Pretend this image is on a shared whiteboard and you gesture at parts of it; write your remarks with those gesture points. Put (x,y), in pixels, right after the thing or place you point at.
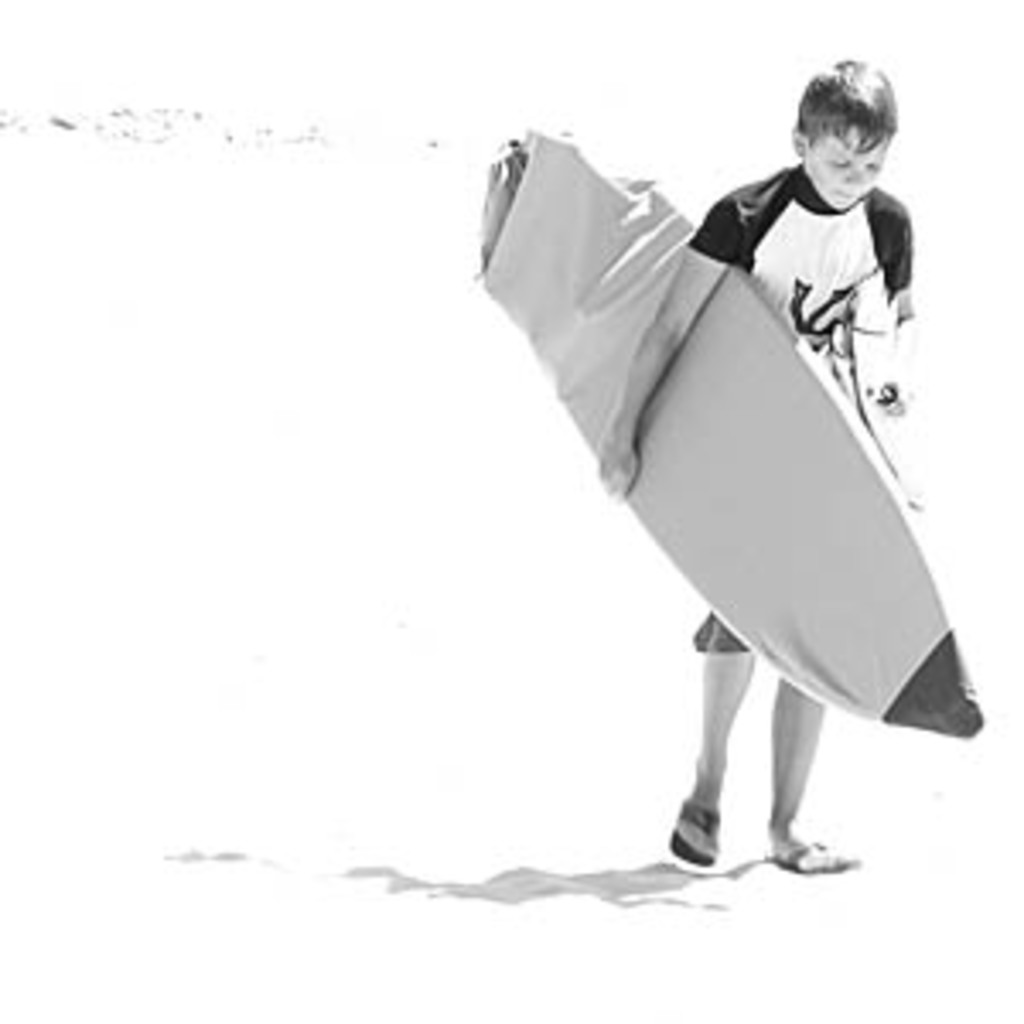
In this picture the boy (703,233) is hold a surfboard (791,541) in his hands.
